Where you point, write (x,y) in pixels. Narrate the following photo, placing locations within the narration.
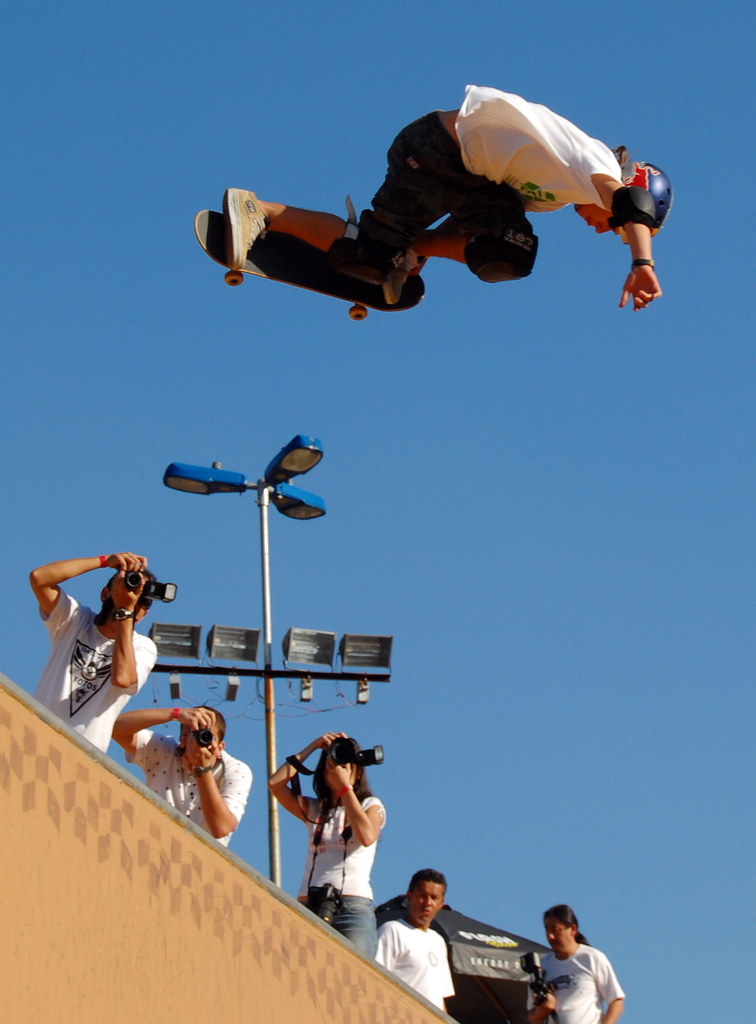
In this image in the center (305,660) there are persons (330,828) standing and there is a light pole (268,604) and in the front (422,197) there is a man (422,197) performing stunt on skateboard (287,254) and the persons (313,861) are holding camera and clicking a photo in the center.
